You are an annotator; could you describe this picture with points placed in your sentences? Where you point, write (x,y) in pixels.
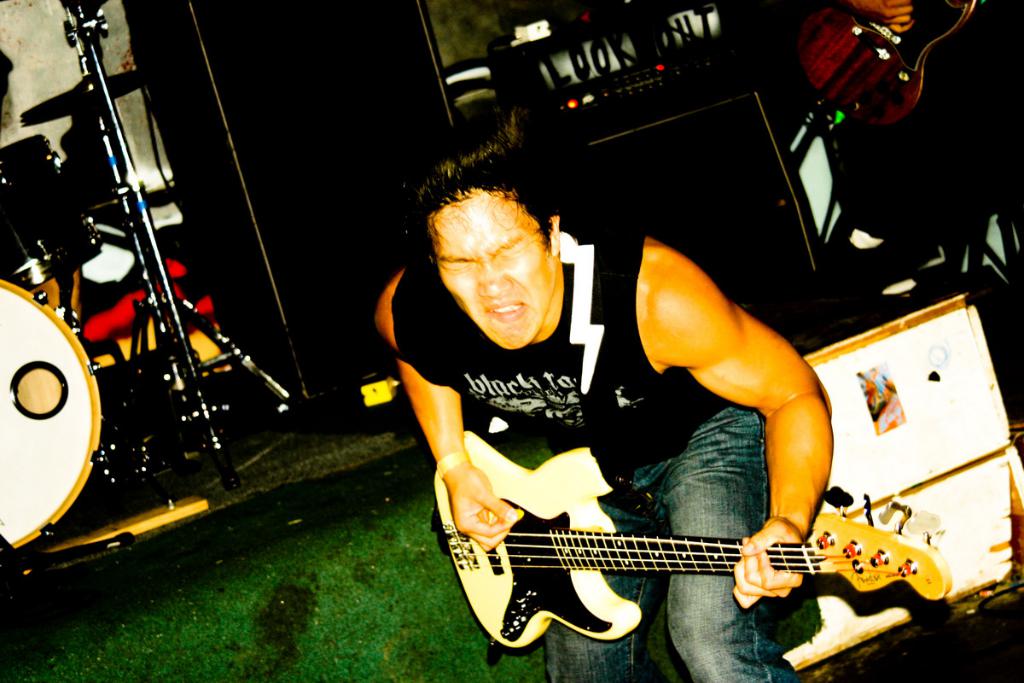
In the middle of the image (628,293) a man (709,326) playing guitar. In the top right side of the image (892,180) a man (865,7) holding the guitar (809,35). At the top of the image (675,155) there is electronic device (500,68), Behind the electronic device (525,27) there is a wall (526,13). In the top left side of the image (70,11) there is a drum (87,433).
